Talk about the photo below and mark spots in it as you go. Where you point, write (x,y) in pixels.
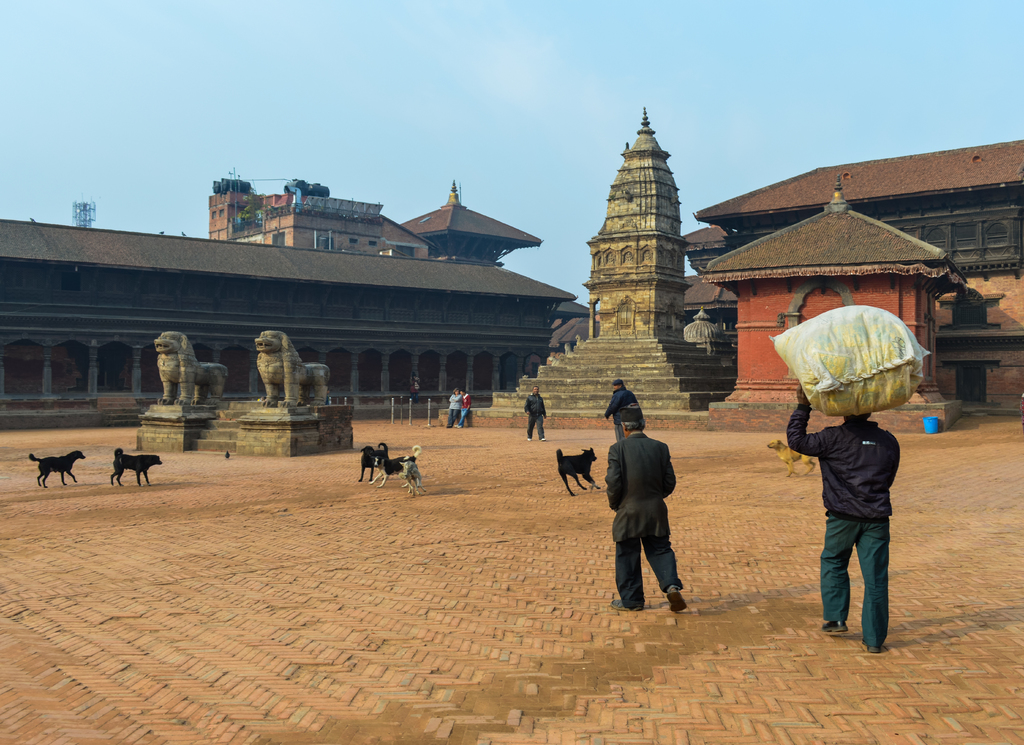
In this image we can see people (847,496) and dogs (396,472) on the pavement (387,627). In the background (392,364), we can see buildings (454,296) and statues (173,382). At the top of the image (336,90), we can see the sky (878,72). On the right side of the image (877,357), we can see a sack (858,384) on the head (853,416) of a person (859,436) and a blue color object (933,428) is present.
